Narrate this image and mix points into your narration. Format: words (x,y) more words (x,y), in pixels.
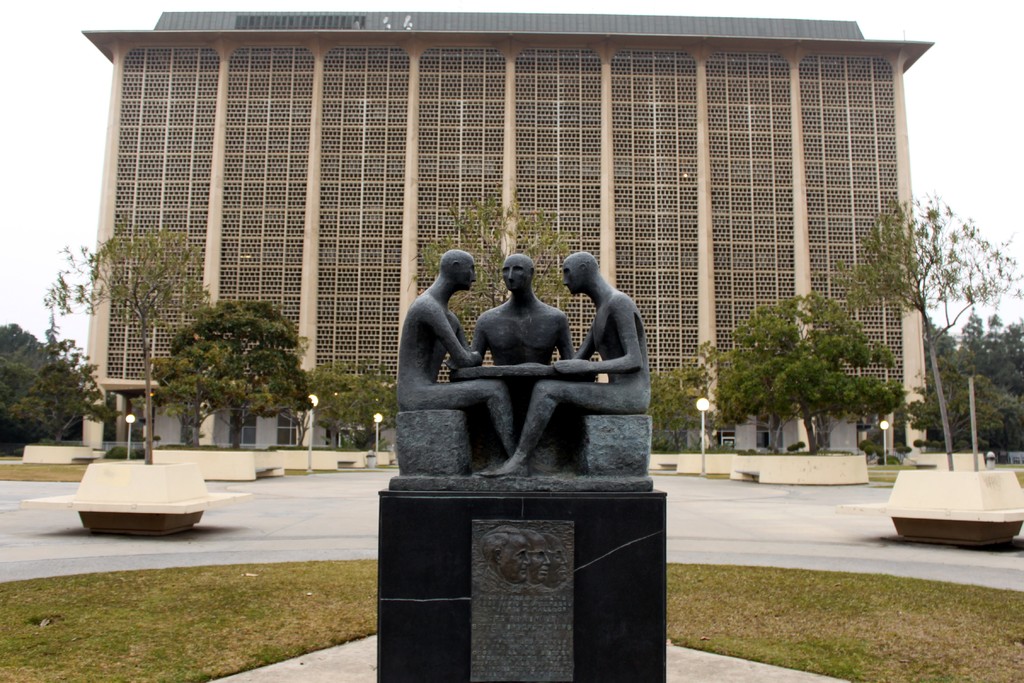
This image consists of a building (695,239). In the front (458,476), we can see the statues (580,454) and a memorial stone (514,580). In the middle (375,398), there are lamps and trees (58,378). At the top (53,16), there is sky (1,133). At the bottom (188,646), there is green grass (207,619) on the ground (237,571).
